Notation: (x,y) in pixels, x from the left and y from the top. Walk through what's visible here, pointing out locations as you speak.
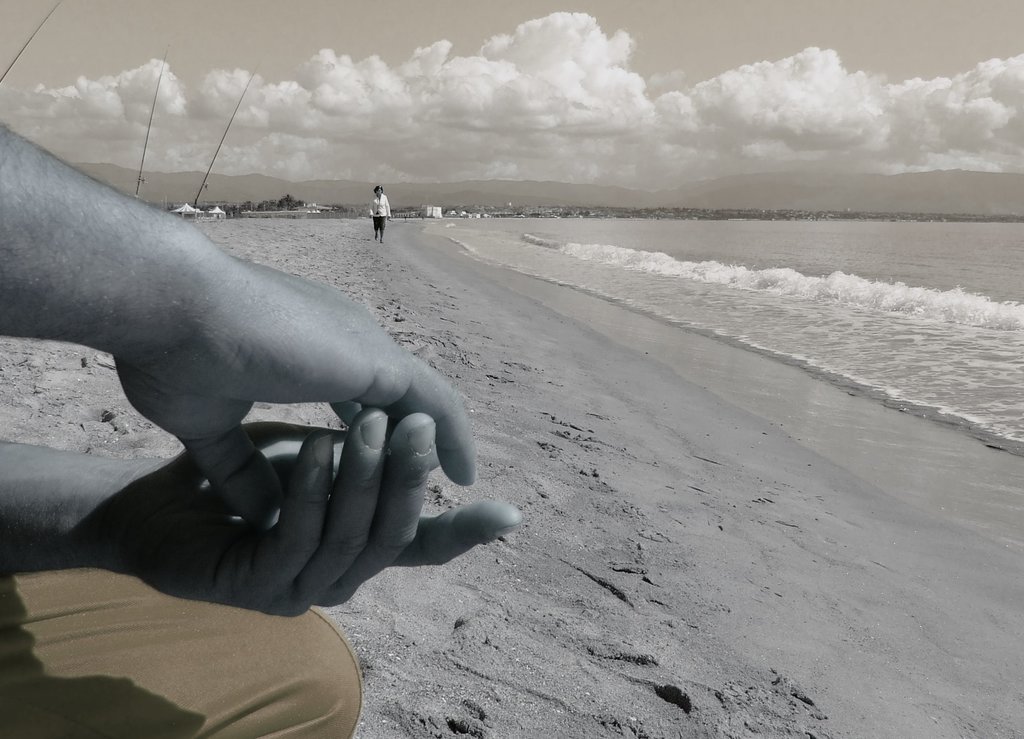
In this image I can see hands (225,403) of a person (194,442) over here. In the background (539,344) I can see ground (646,356), water (758,302), clouds (138,155) and over there I can see a person (376,197) is standing. I can also see this image is black and white in colour.
